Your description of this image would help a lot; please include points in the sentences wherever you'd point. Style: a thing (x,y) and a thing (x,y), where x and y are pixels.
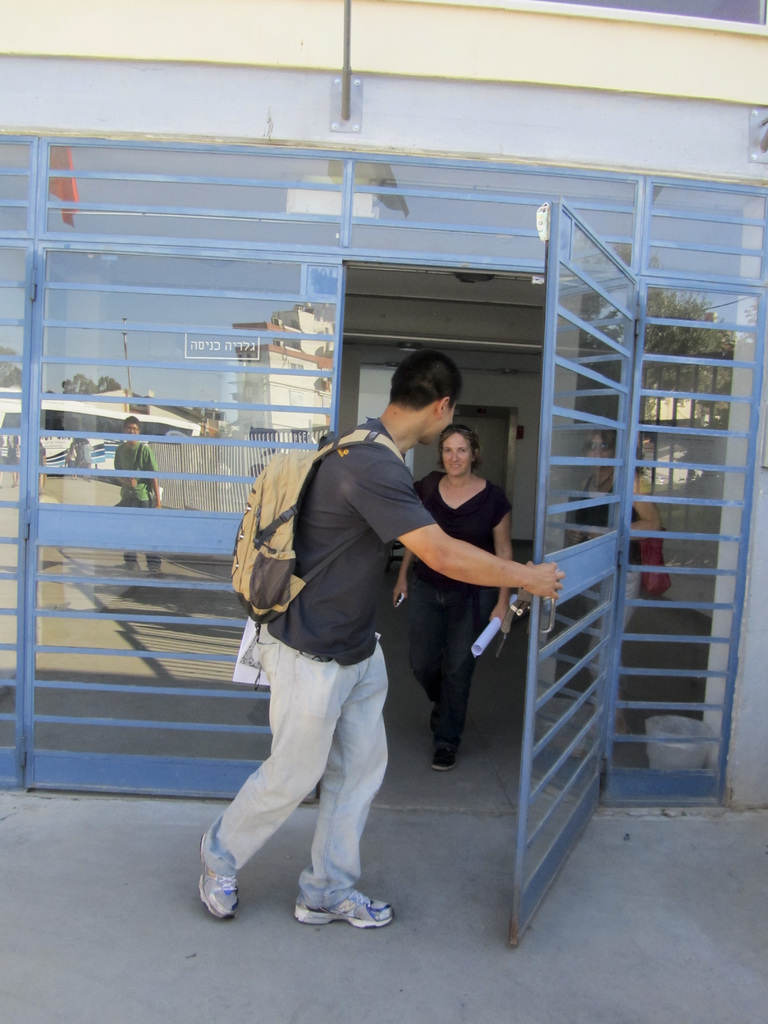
In this image there is a road (319,1003) at the bottom (469,988). There is a glass entrance (89,282) in which we can see a person (151,488), vehicle (169,420), trees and sky (146,383) on the left corner (45,379). There is an object (697,735) and a person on the right corner (697,734). There are people (497,581) and there is a door (537,617) in the foreground (423,643). There is a door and a wall (527,449) in the background (484,460).
